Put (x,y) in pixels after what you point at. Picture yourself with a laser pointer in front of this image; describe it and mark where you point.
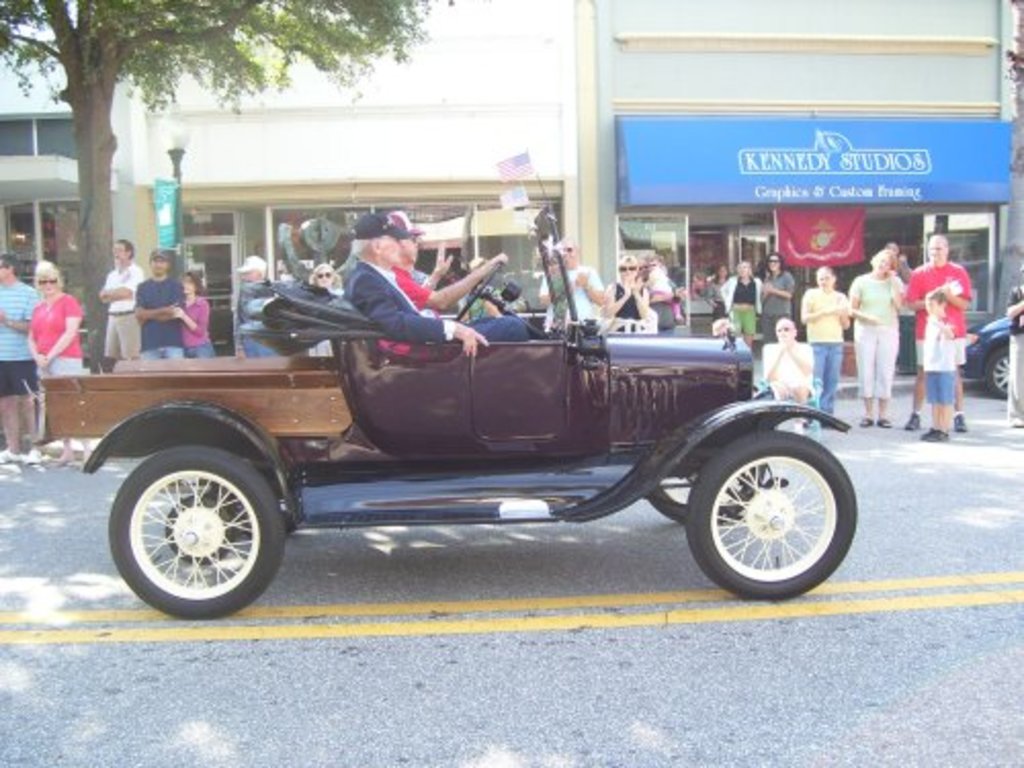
There is a group of people (659,293). They are standing on a road (635,545). In the center (360,262) two persons (483,266) are sitting on a car seat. They are riding a car (638,412). We can see in background (423,252) buildings (274,192) and trees (231,98).
